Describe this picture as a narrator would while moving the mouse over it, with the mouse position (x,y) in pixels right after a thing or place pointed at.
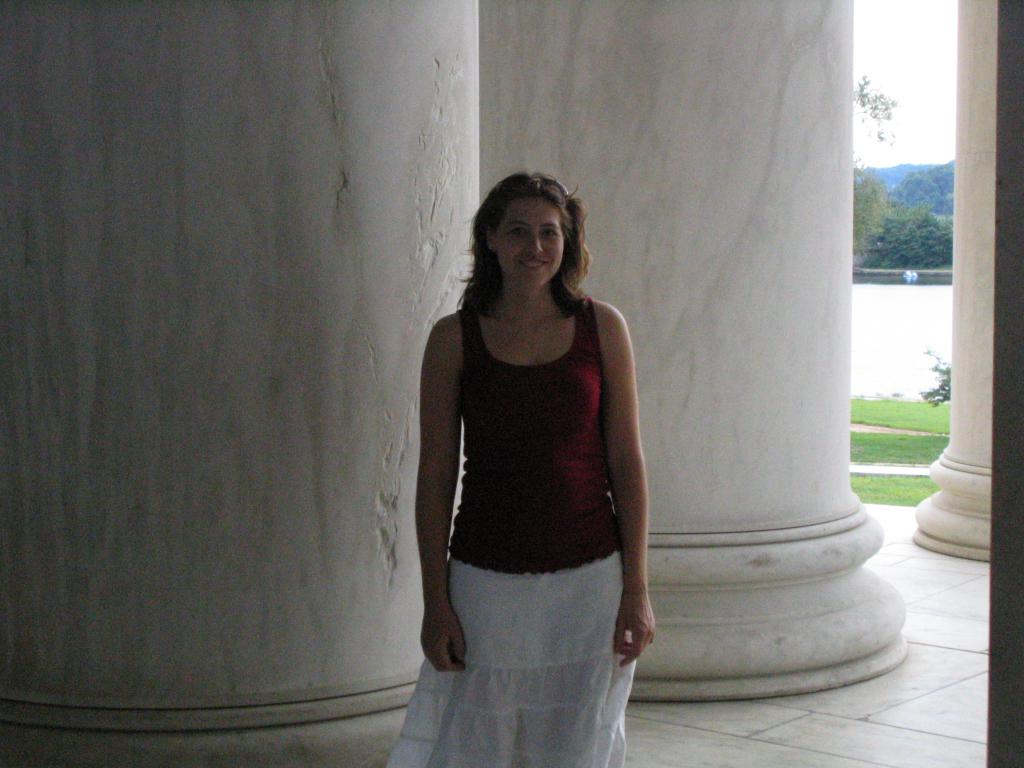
In this image there is a lady (481,481) standing. In the background of the image (342,365) there are pillars (750,26). There are trees (889,231), grass (883,444).
